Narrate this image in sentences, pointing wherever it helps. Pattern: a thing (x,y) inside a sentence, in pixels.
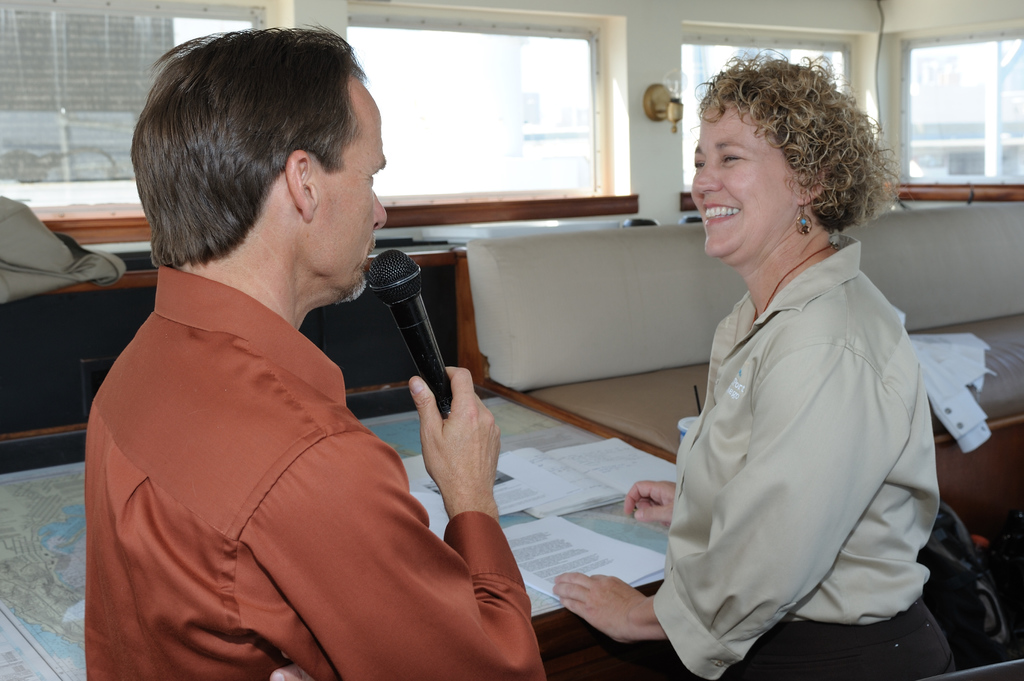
There is a man (381,519) holding a mic (415,325) in his hand (437,478) and talking to a woman (733,416) who is smiling in front of him. Both of them was standing in front of a table (535,528) on which some papers (547,547) and maps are placed. In the background (459,101) there are some Windows (503,175) and a wall (264,1) here.
